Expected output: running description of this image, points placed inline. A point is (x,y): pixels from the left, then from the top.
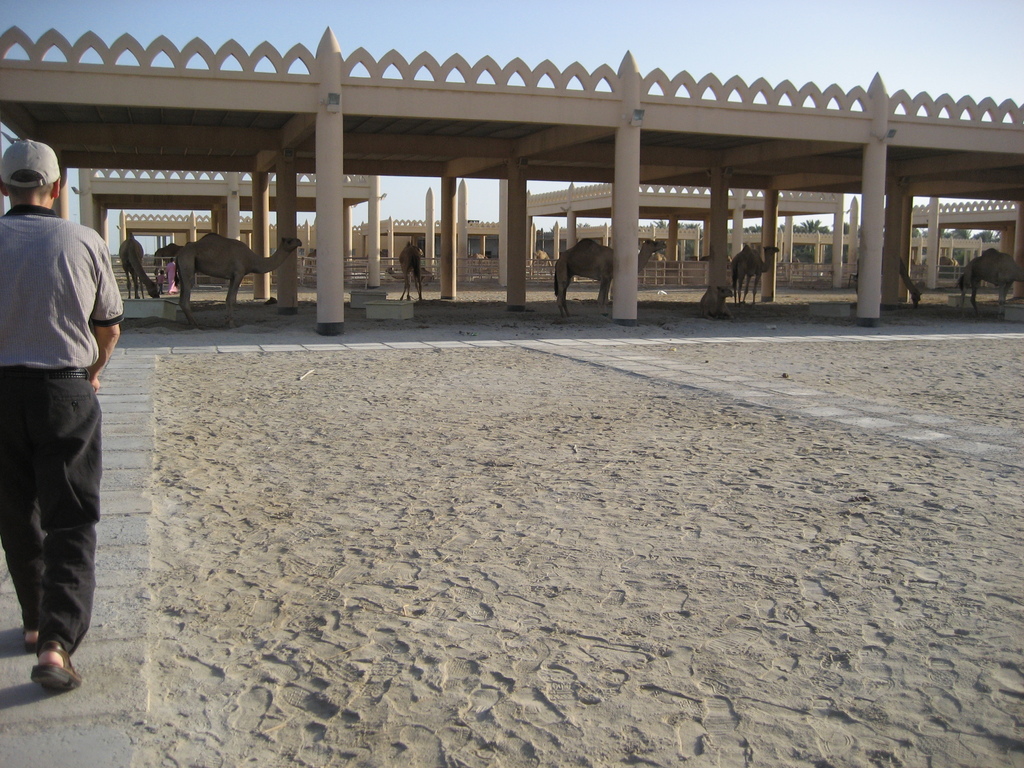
In this picture I can see on the left side (8,208) a person (17,146) is walking, in the middle (680,283) there are camels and stables (530,74). At the top (559,69) there is the sky (477,26).
